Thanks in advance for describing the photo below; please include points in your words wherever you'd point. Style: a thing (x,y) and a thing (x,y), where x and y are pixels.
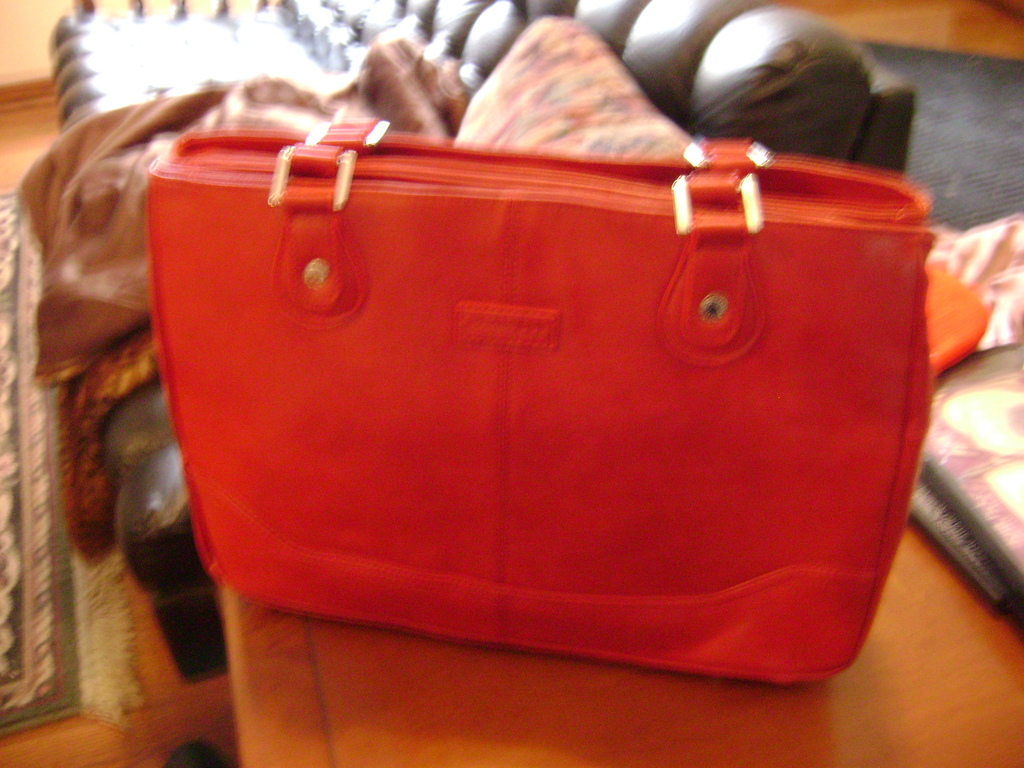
This is the picture taken in a room (521,345), this is a red bag (535,614) on a table (521,676). Background of the bag (587,289) is a sofa (645,86) with pillow (572,101) and a cloth (124,134).
